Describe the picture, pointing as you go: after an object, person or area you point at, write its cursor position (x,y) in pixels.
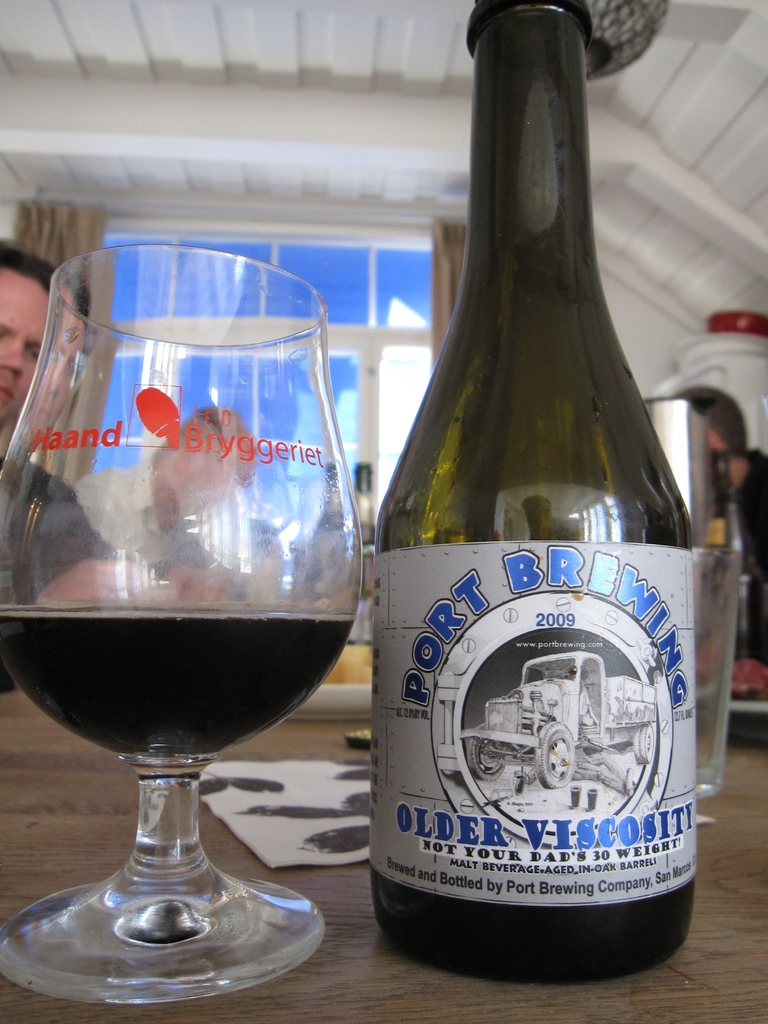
There is a beer bottle (536,532) in the right corner (588,560) and there is a glass of beer (200,549) beside it and there are few people (185,480) in the background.
